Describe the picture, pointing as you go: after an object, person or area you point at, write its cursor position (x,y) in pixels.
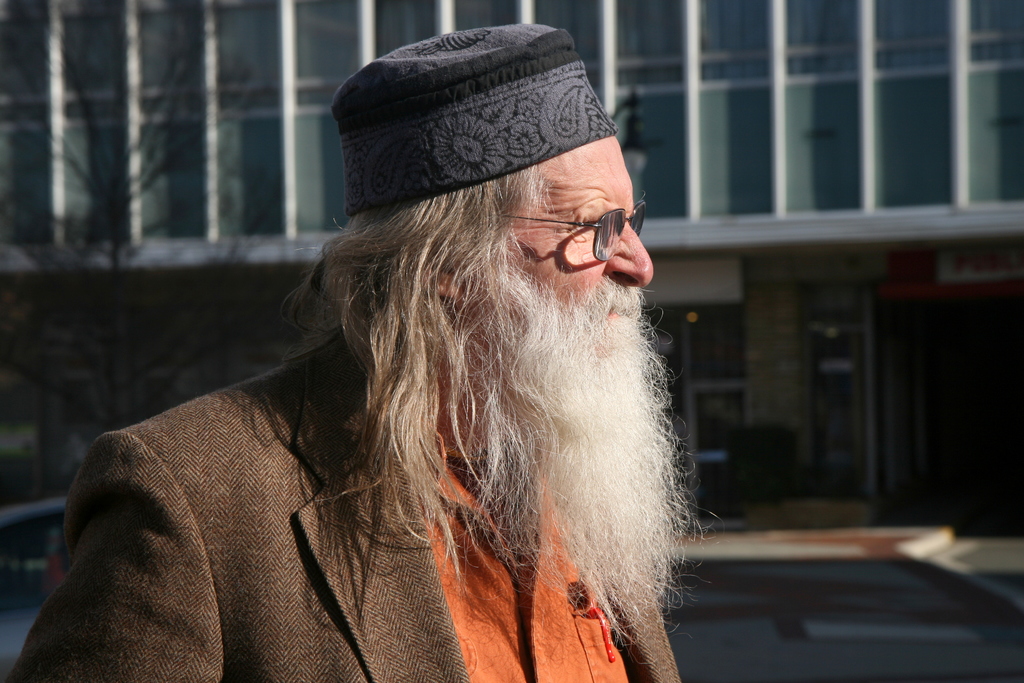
In this picture there is a man (582,430) wore spectacle (595,231). In the background of the image (842,73) we can see building (724,109) and tree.
